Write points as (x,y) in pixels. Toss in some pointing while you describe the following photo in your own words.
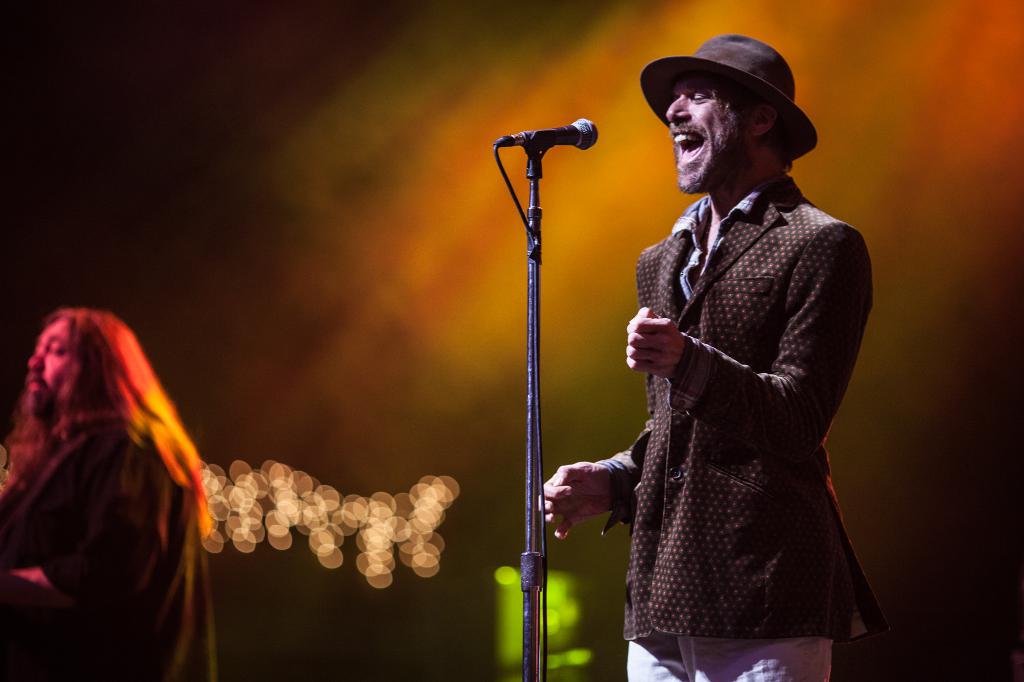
As we can see in the image there are two people (726,125) and a mic (545,557). In the background (442,521) there are lights (330,532) and the background (376,520) is blurred.
